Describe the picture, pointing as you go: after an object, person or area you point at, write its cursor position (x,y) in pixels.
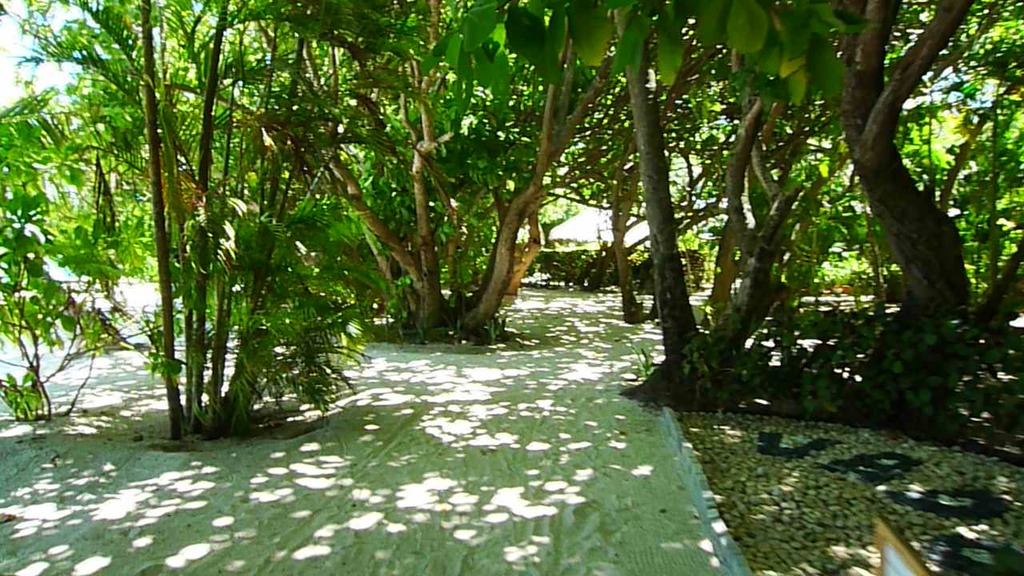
In the center of the image (480,352) there is a sand walkway (510,489). On the right side of the image (856,359) there are trees (807,241) and plants (845,261). On the left side (323,43) there are trees (290,299). In the background (715,176) there are trees (517,151).
